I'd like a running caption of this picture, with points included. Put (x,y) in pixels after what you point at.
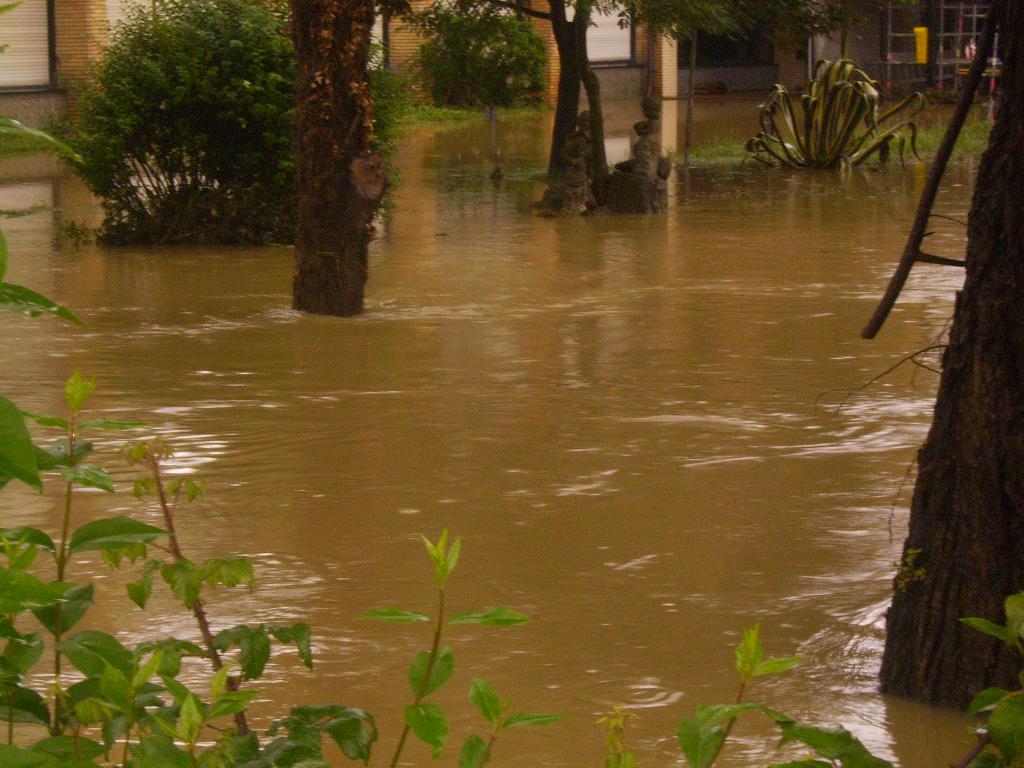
In this image in the front of there are plants (89,589). In the center (439,467) there is water (522,456) and there are trees (963,517). In the background (730,39) there are buildings (711,32) and there is grass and there is a stand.
